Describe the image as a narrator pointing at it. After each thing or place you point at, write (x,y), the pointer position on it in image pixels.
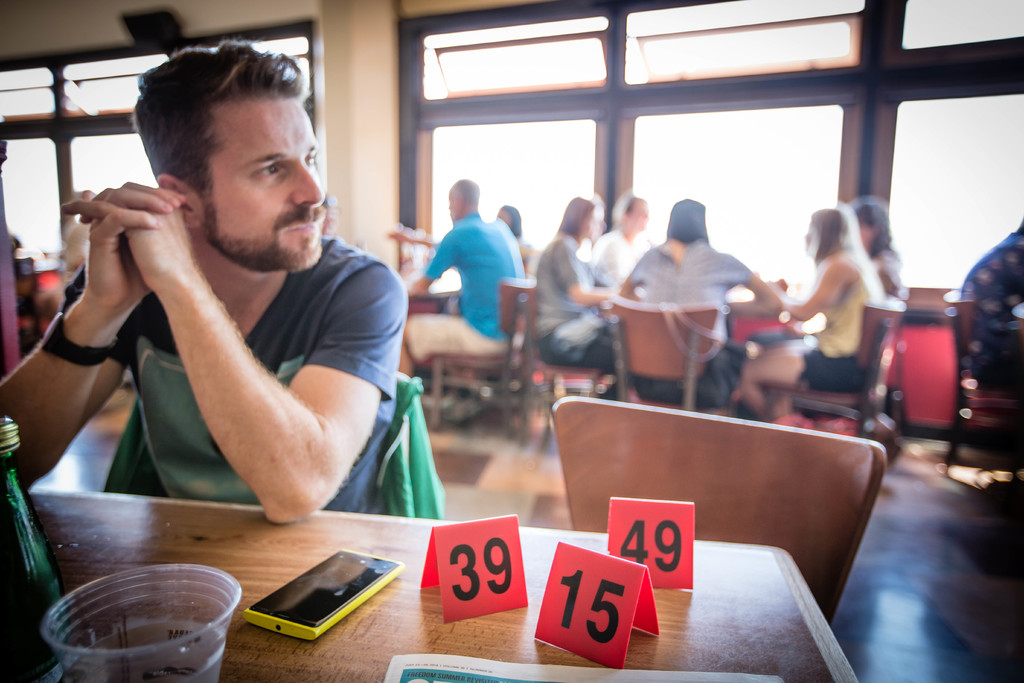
In this picture there is a man (247,365) sitting in the chair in front of a table (123,539) on which a bowl (171,610), mobile (343,598) and some number plate (514,588) were placed. In the background (420,97) there are some people (830,337) sitting around the tables (444,299) and there is a window (584,140) here.
